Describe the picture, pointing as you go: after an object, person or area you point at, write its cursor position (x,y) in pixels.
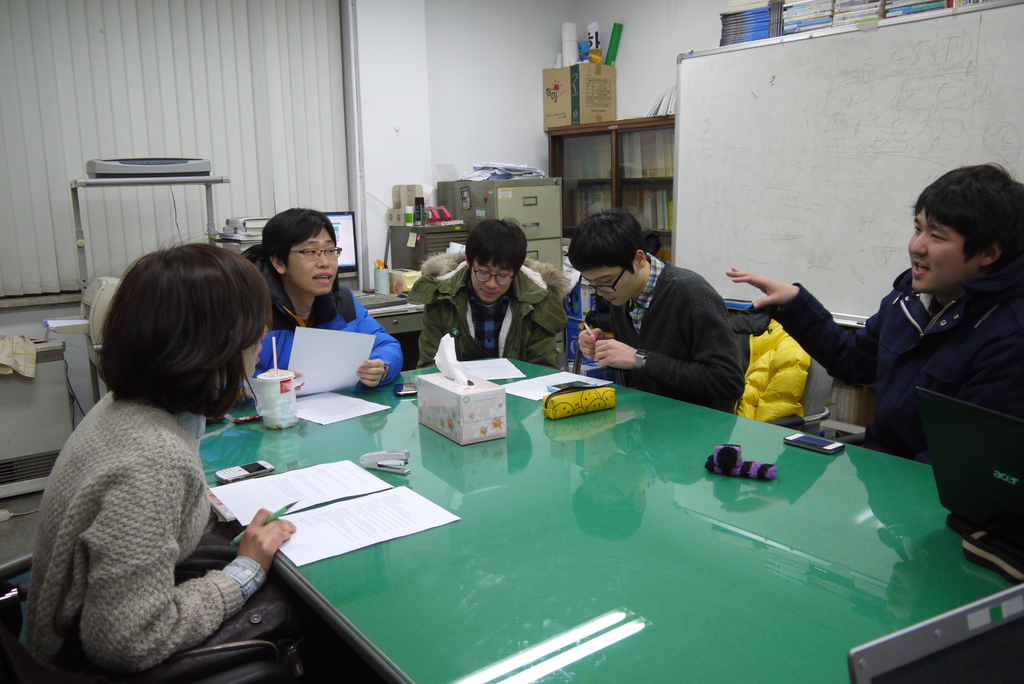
In this image we can see a five people (63,610) who are sitting on a chair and they are discussing about something. This is a table (566,603) where papers (338,491), a mobile phone (220,474) and a laptop (962,650) are kept on it. Here we can see books (874,10) which are on the top center (576,176) and this is a board (875,163) which is on the right side (949,119).
